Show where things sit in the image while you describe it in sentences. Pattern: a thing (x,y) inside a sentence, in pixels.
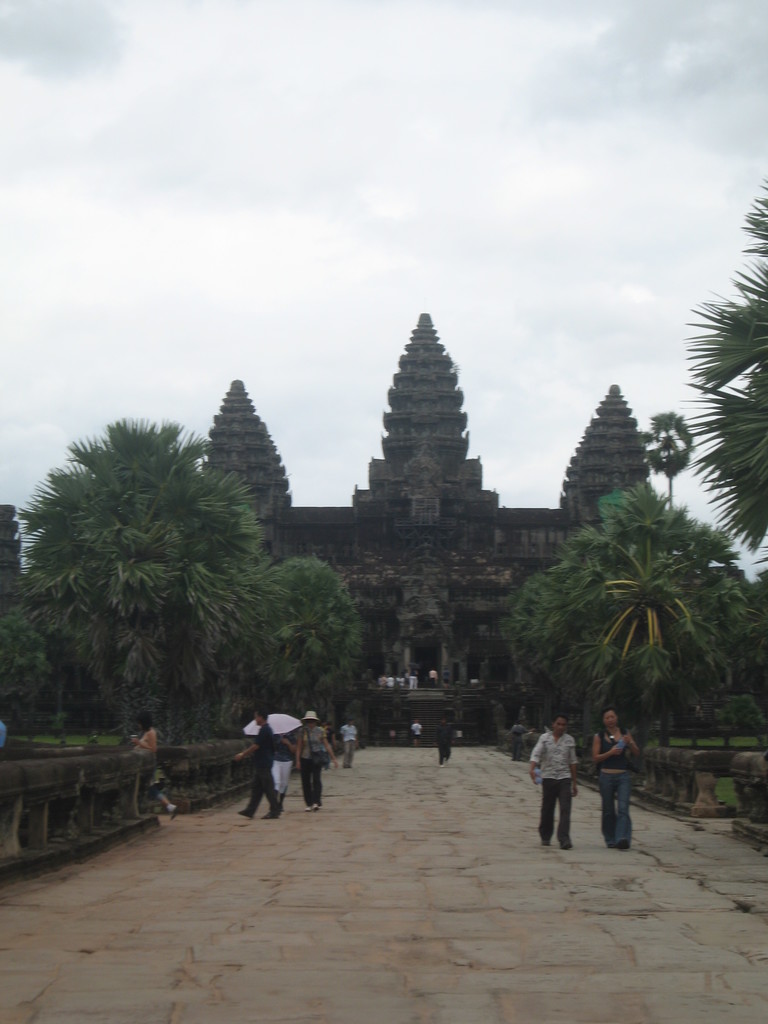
In this image I can see the ground (387,891), few persons (328,737) standing on the ground (402,882), the railing (165,764), few trees (767,615) which are green in color and a building (468,559) which is black in color. In the background (352,309) I can see the sky (281,152).
